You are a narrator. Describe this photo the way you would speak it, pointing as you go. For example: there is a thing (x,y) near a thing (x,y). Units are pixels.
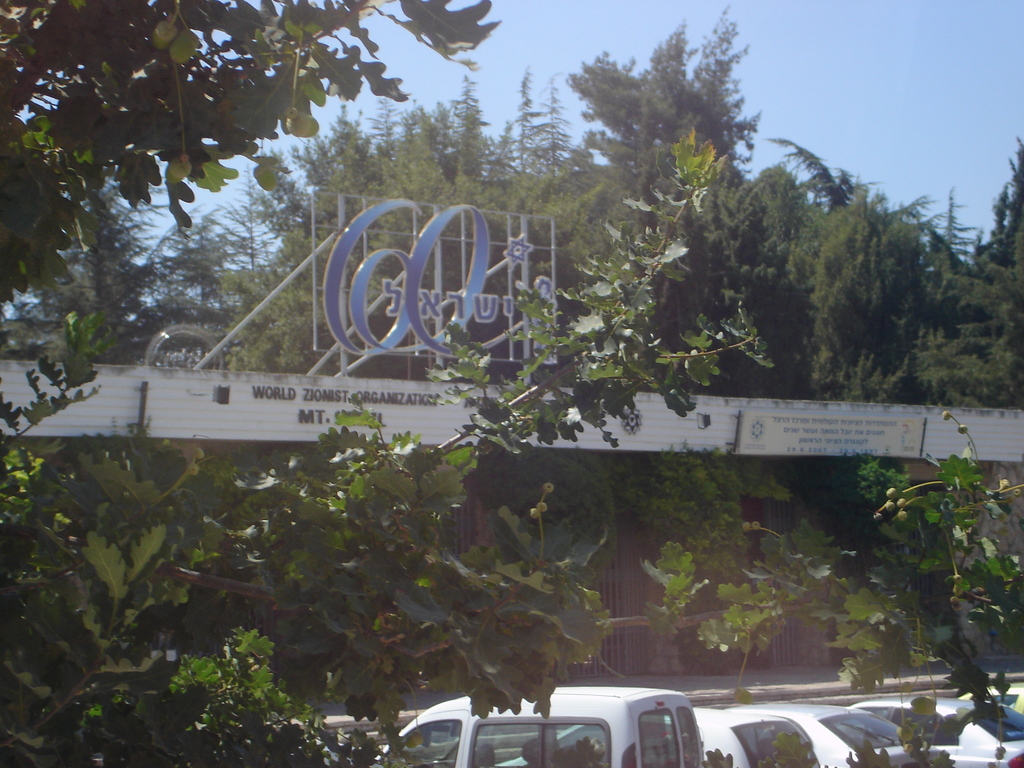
Here in this picture we can see vehicles (805,719) present on the road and above that, in the middle (436,413) we can see hoarding (179,383) present and we can also see plants (355,592) and trees (319,470) covered all over there and we can see the sky (871,88) is clear.
